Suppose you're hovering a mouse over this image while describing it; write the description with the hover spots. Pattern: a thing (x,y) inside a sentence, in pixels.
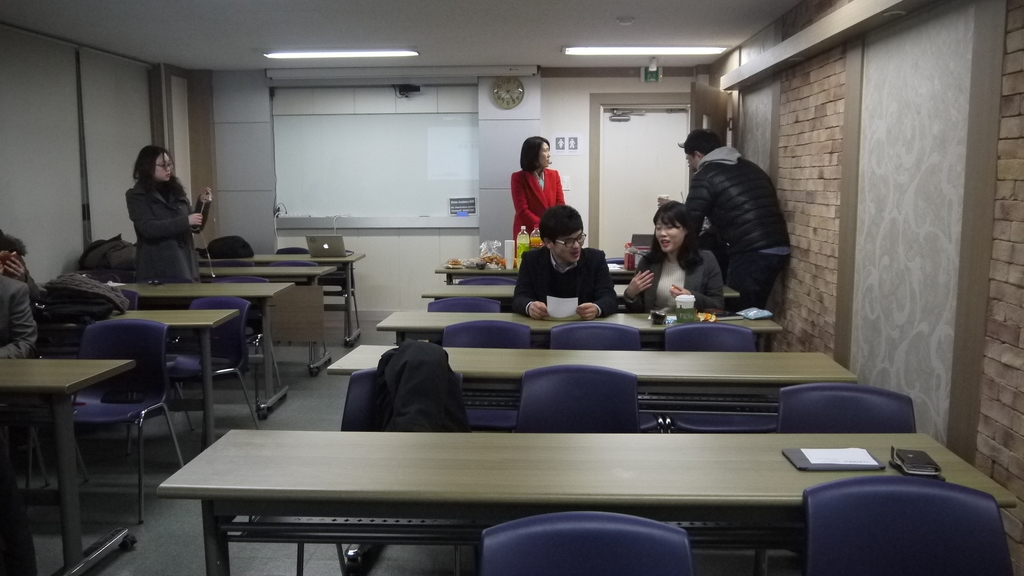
In this picture we can see three persons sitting on the chairs (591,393). This is table (527,455). On the table (799,478) there are papers (828,450), bottles (538,241), and glasses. Here we can see three persons (759,174) standing on the floor (302,393). This is screen (362,201) and there is a laptop (328,237). Here we can see lights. And this is door (687,121) and there is a wall (248,143).
